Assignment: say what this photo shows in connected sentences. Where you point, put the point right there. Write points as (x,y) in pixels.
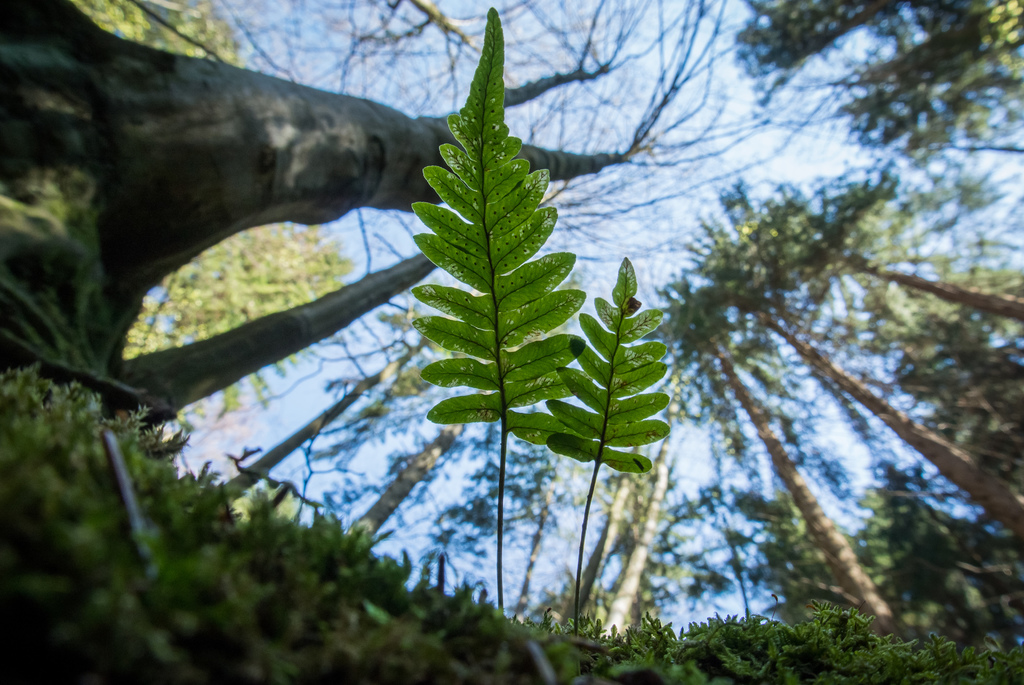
At the bottom of the image (301,567) there is grass (708,660) and also there are leaves (486,364). And in the image there are many trees (816,373). Behind the trees (816,373) in the background (698,90) there is sky (644,67).
